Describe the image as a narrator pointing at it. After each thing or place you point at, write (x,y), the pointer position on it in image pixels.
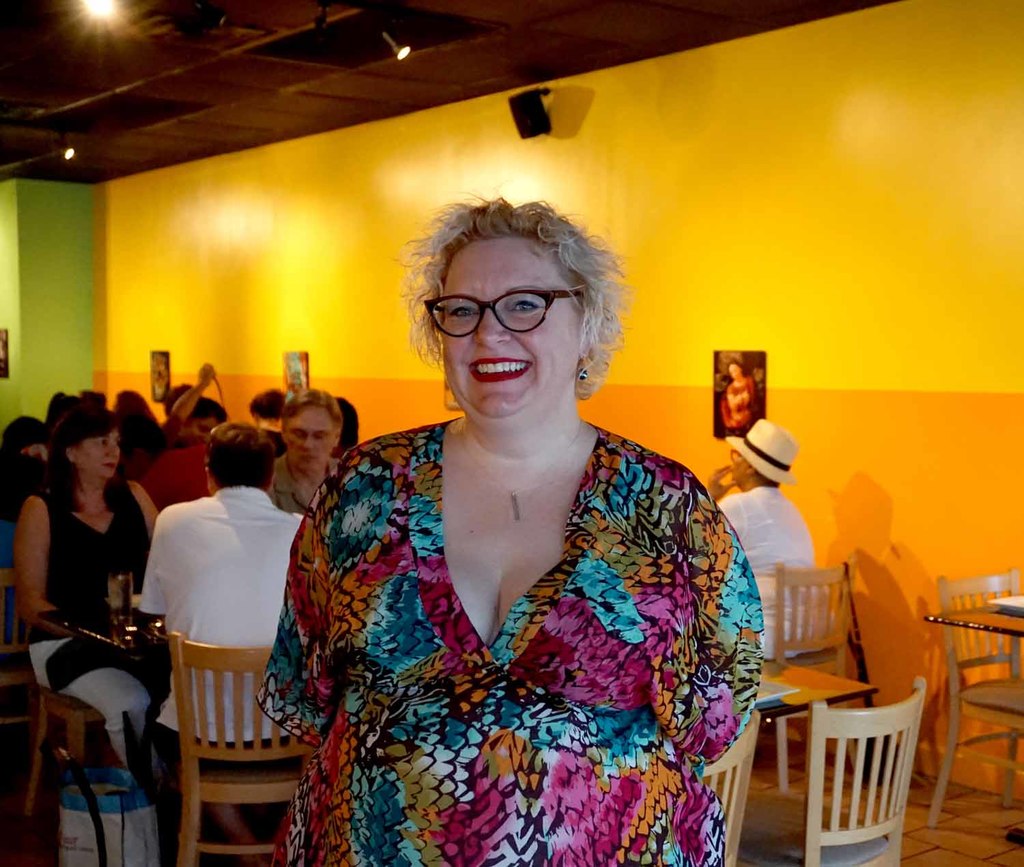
In the foreground of the picture (497,479) there is a woman (472,496) standing, she is smiling. In the background (151,442) there are chairs (888,720), tables (780,680) and people (130,502) sitting. In the background (105,279) there is a wall (570,204). At the top (104,67) there are lights (103,15) to the ceiling (370,93).
